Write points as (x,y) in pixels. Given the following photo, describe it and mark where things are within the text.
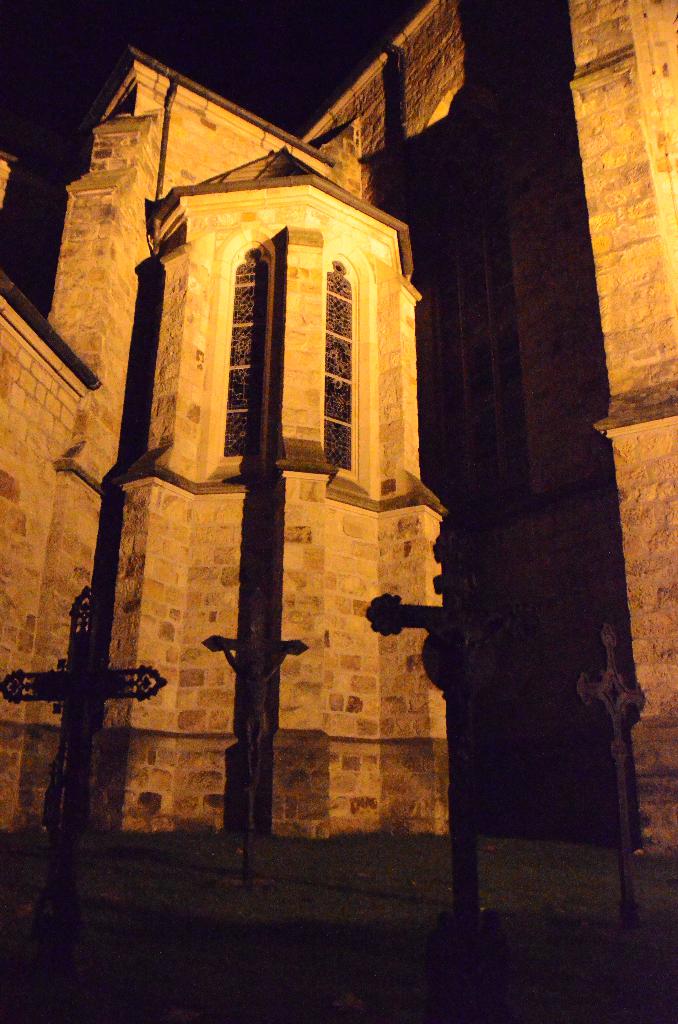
This is an ancient architecture (392,504). Here we can see a sculpture (256,773) and there is a dark background (311,56).
